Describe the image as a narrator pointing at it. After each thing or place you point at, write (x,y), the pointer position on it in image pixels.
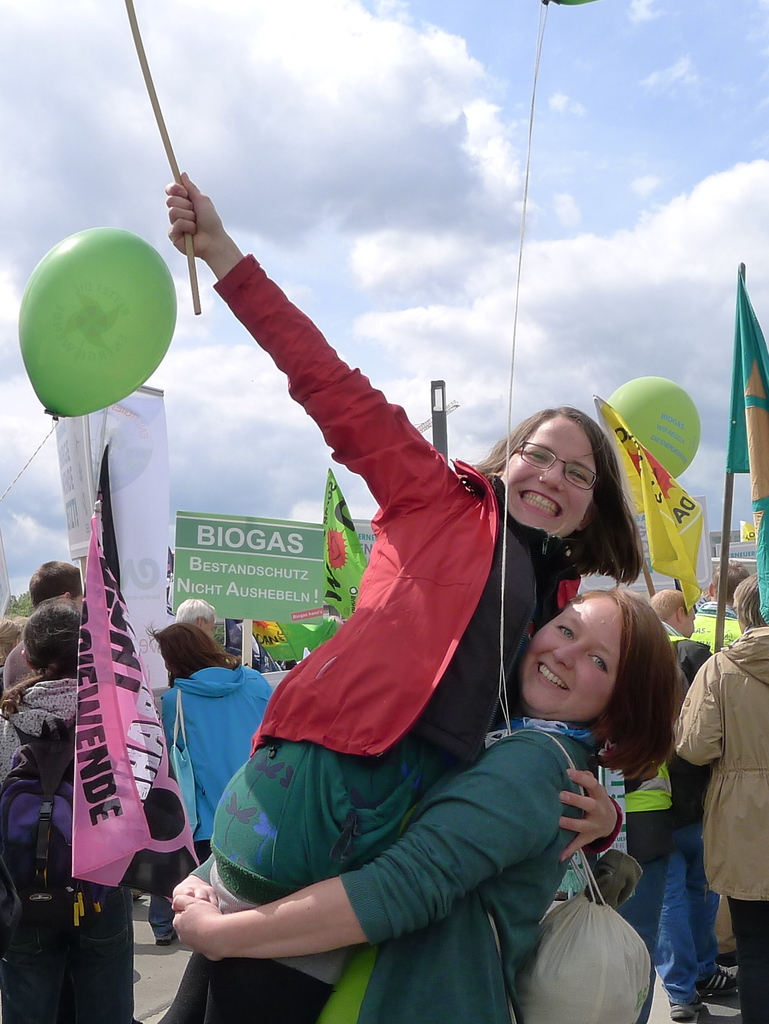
In this picture we can see a group of people (286,936), here we can see balloons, flags (745,428), boards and some objects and in the background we can see sky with clouds (140,201).
